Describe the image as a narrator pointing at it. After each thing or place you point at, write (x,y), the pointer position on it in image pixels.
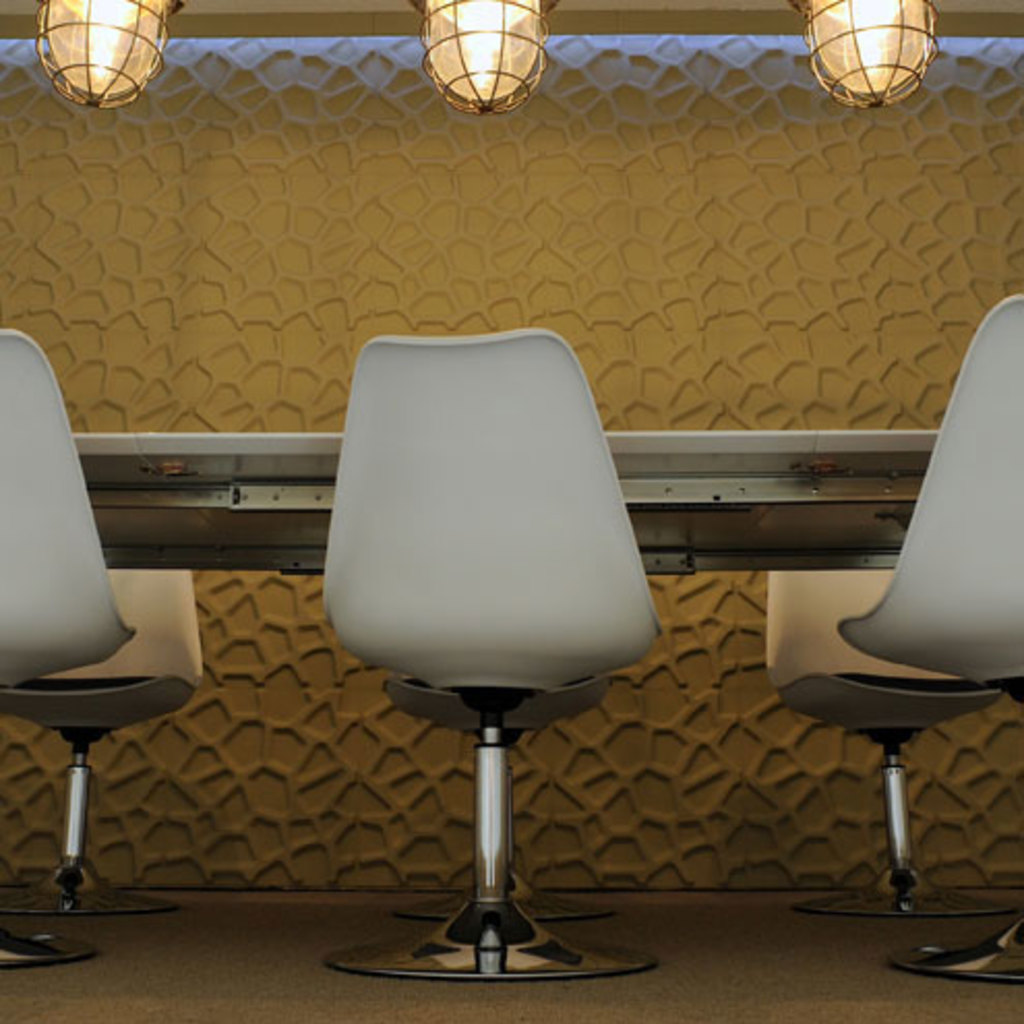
In this image I can see few chairs (421,707) in white color, background (662,455) I can see a table (627,455), few lights (98,45) and the wall (509,239) is in cream color.
